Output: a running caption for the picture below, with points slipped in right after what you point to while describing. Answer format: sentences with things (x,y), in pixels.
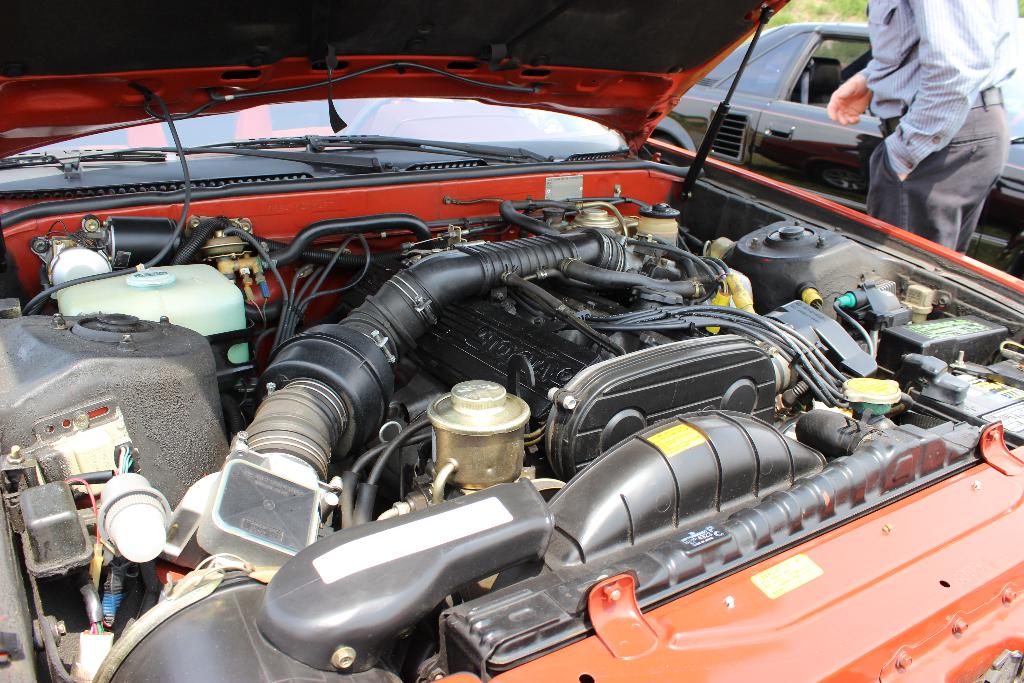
In this image we can see bonnet (413,59) of an orange color car (649,492) is open. In the right top of the image (787,100), one person (955,152) and black color car (857,157) is there. The person (924,78) is wearing a shirt (944,76) and black pant (962,159).
